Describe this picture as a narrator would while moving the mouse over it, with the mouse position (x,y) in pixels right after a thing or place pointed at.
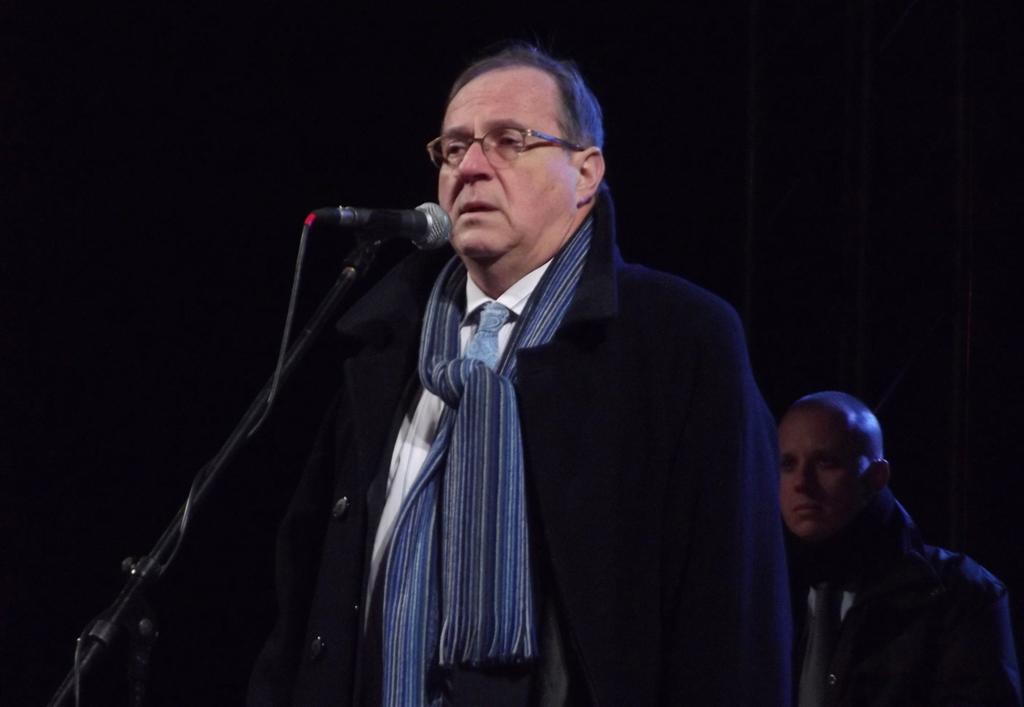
In this image, I see a man (284,698) who is wearing a suit (318,704) and standing in front of a mic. In the background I can see another man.
